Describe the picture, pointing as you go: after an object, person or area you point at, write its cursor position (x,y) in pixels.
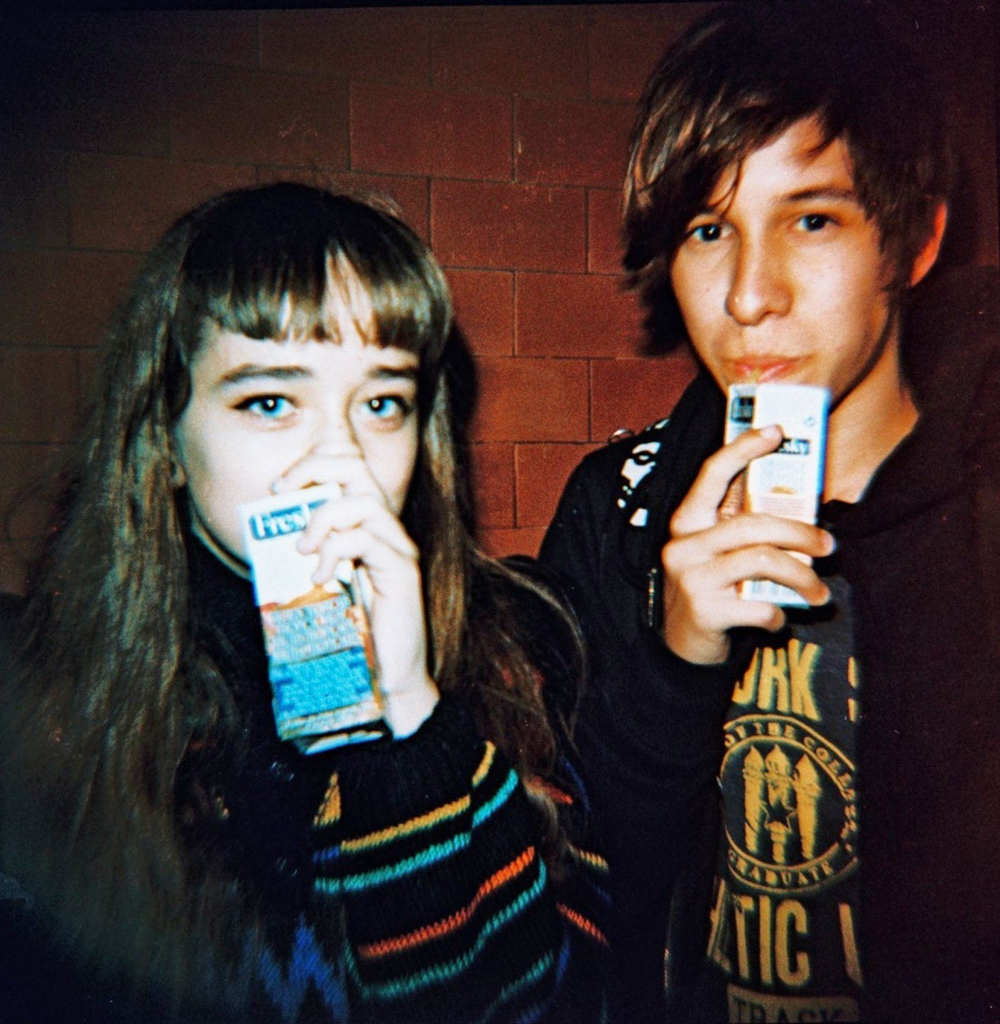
In this picture two person (695,522) are standing and holding juice (253,577). This man (707,627) is drinking a juice (779,489). The wall (490,132) is built with bricks (529,135), it is red in color. Woman (331,397) wore a jacket (388,823) of yellow and blue stripes (421,821). Man (698,608) wore black jacket (892,604).
